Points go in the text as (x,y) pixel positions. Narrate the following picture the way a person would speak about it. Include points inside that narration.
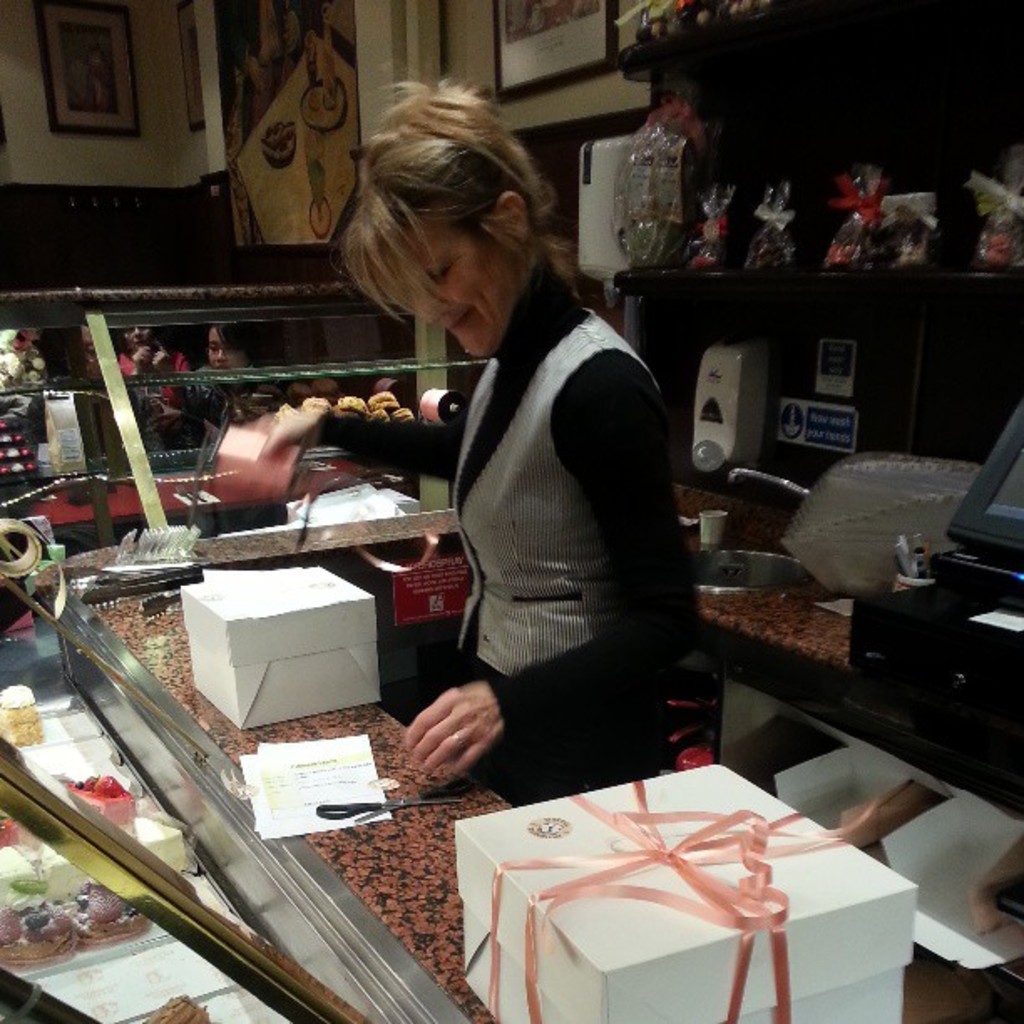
In this picture we can see a woman (421,228) standing and smiling. There are few boxes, papers (265,768) and scissor (398,808) on the table (426,863). We can see a device (1005,704), tap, sink (726,587), white object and few papers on the wall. We can see few cakes (70,865) on the left side (15,826). There are some food packets (707,257) on the shelf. Few frames (532,28) are visible on the wall (342,257). Some people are visible in the background (137,327).
